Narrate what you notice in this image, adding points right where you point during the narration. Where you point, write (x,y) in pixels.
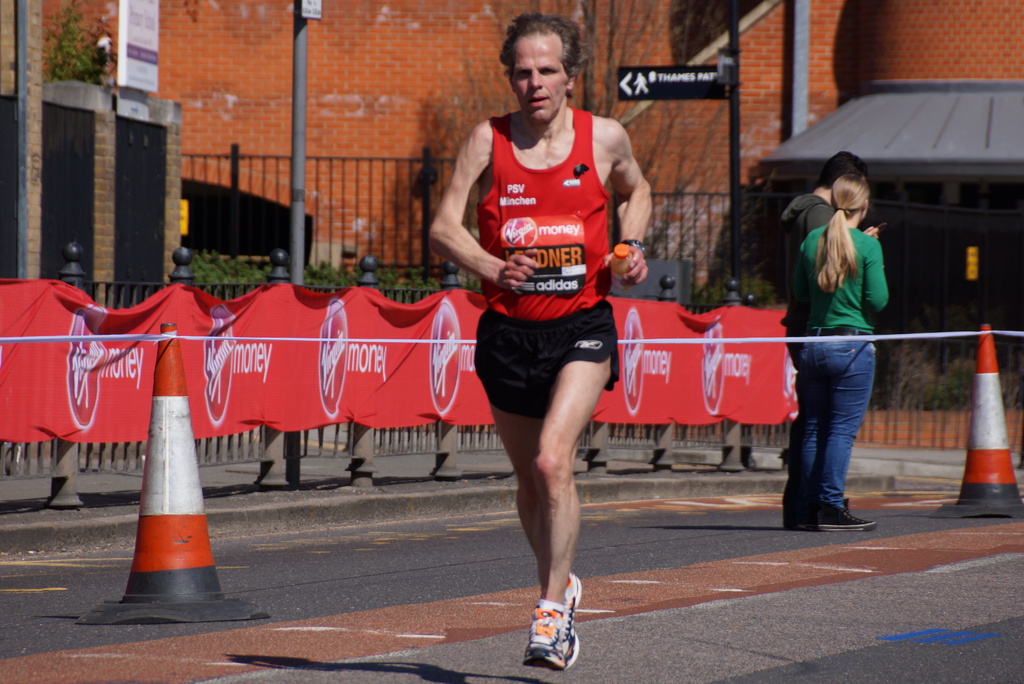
In this picture we can see a man (568,636) holding a bottle (623,280) with his hand (639,277) and running on the ground (520,607), and at the back of him we can see two people (807,282) standing, traffic cones (992,436), rope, banners (380,354), fences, plants (218,280), trees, wall (863,56), name board (637,90), poles (301,154), posters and some objects (933,122).
